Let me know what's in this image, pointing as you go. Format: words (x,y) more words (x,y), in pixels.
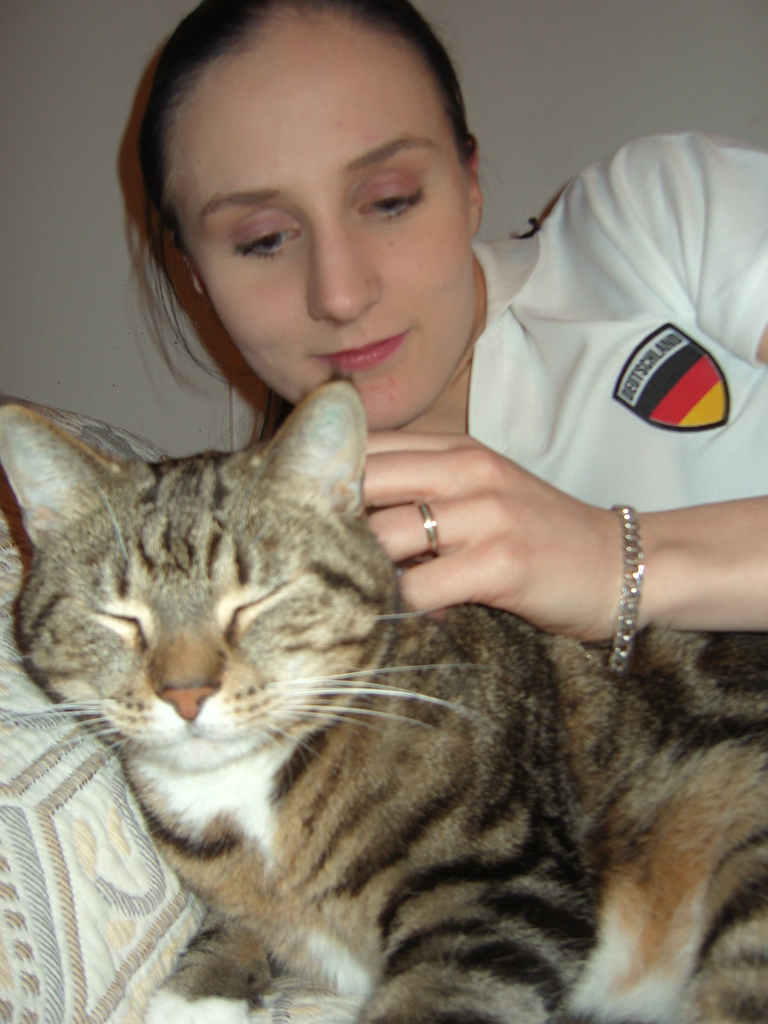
In this image we can see a cat (300,765) is lying on a cloth (311,1012) and there is a woman (476,245). In the background (85,141) we can see the wall (85,141).
